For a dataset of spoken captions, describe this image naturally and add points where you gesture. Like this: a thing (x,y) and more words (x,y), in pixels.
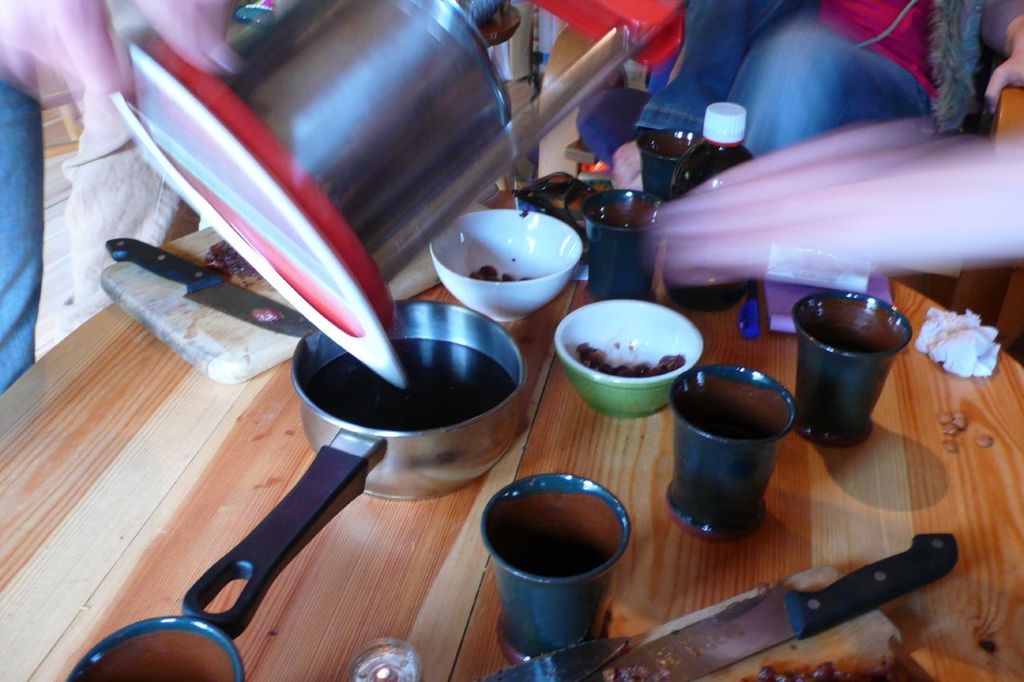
In this image we can see a wooden surface (328,551). On that there are glasses (706,432), knives (575,658), paper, pen (756,303), bottle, bowls (557,258) with food item (602,354), pan (439,335) with some item (401,390), cutting table (250,349) and many other things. On the cutting table (176,313) there is a knife (156,268). We can see a person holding something. In the back (765,81) there is another person (832,90).
